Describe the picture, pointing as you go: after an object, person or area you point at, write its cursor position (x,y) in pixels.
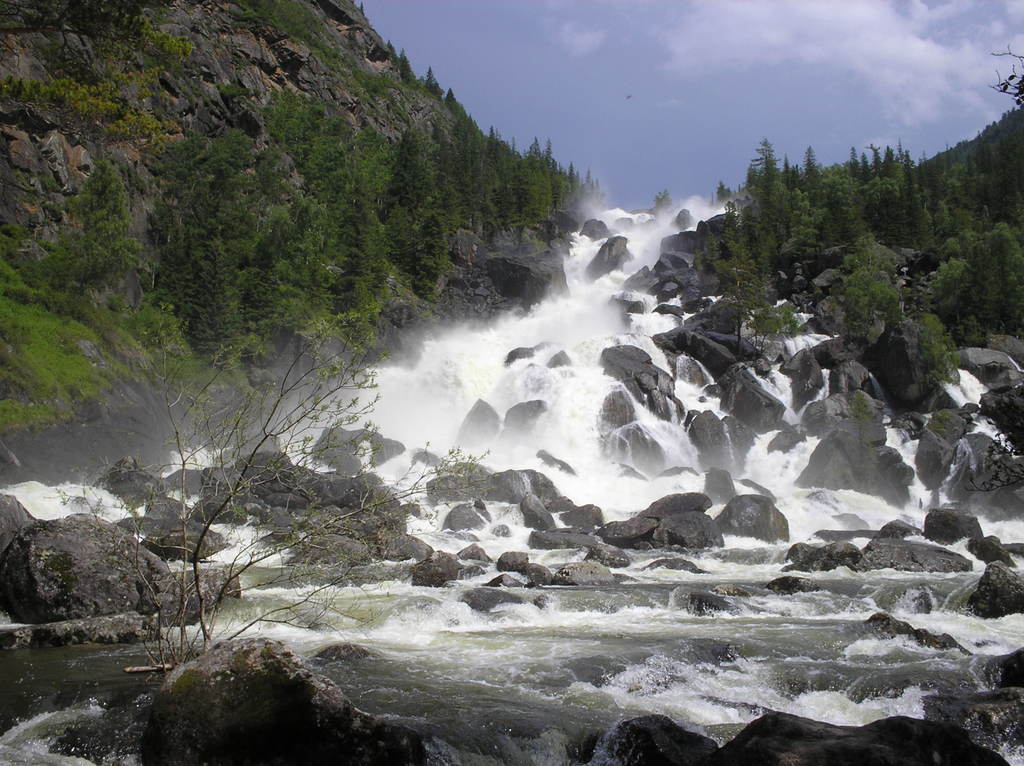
In the image there is a water (555,431) with trees (816,180) on either sides of it with rocks (835,455) in the bottom (755,514).
